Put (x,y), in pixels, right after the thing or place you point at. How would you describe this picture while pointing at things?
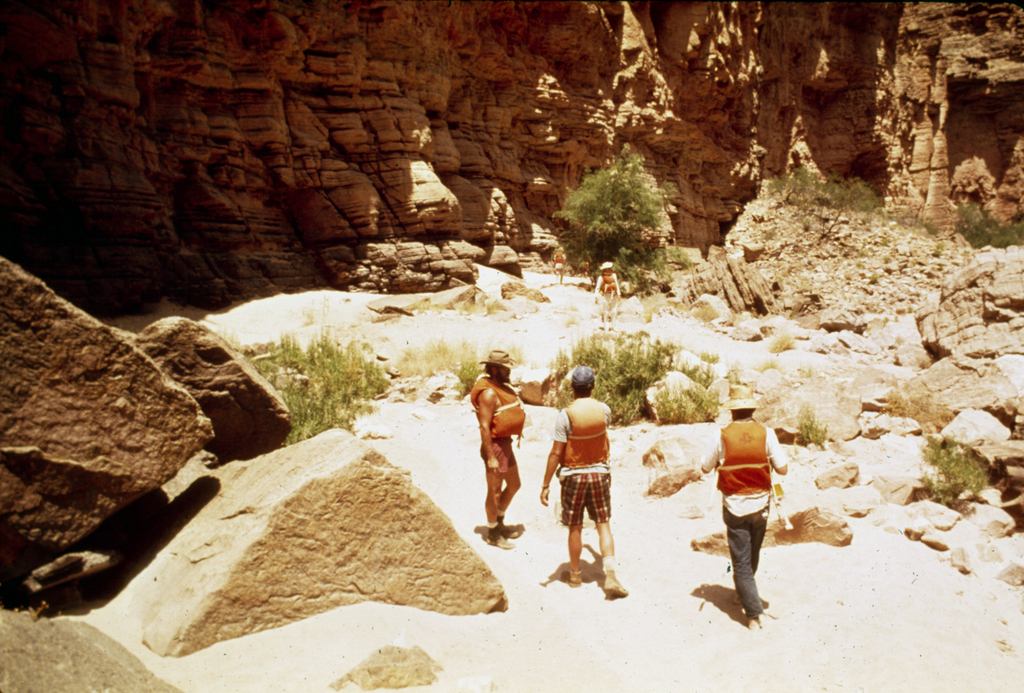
There are three people (563,465) wearing caps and jacket (476,402). There are rocks (523,391) and plants (632,353). In the background (565,104) there is a rock wall (661,114).
